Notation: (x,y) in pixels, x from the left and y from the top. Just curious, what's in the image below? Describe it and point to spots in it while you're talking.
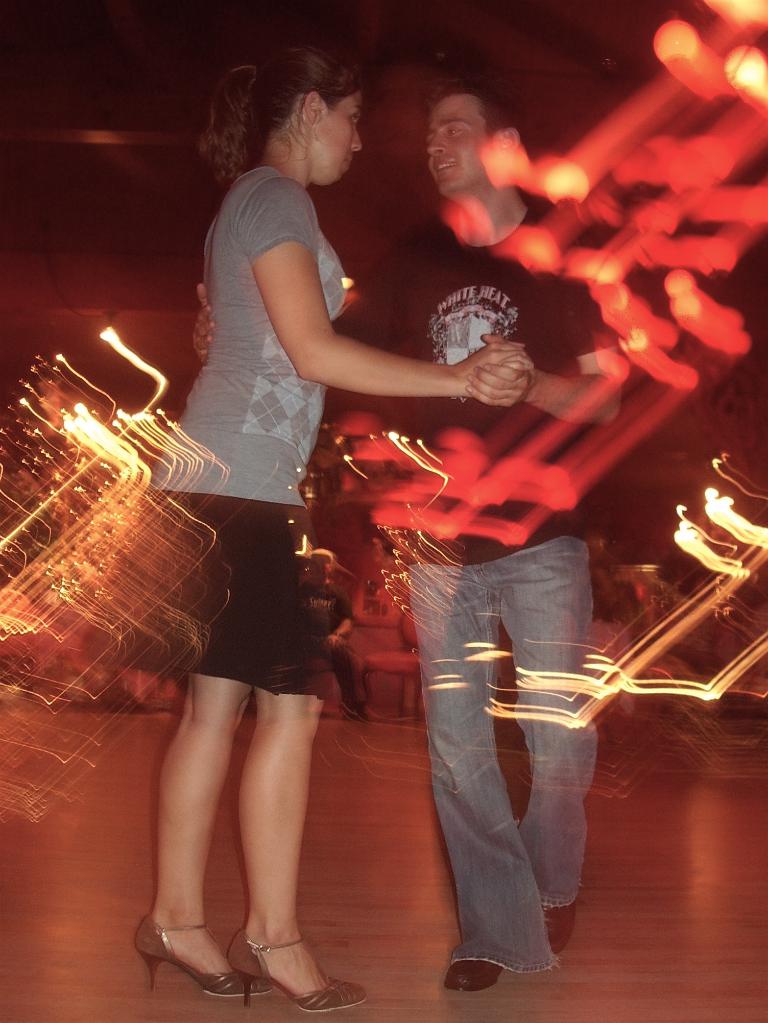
In this image there is a couple (268,721) dancing on the floor (353,747), behind them there is a person (348,685) sitting on one of the chairs (380,637) and some lighting (409,616).
